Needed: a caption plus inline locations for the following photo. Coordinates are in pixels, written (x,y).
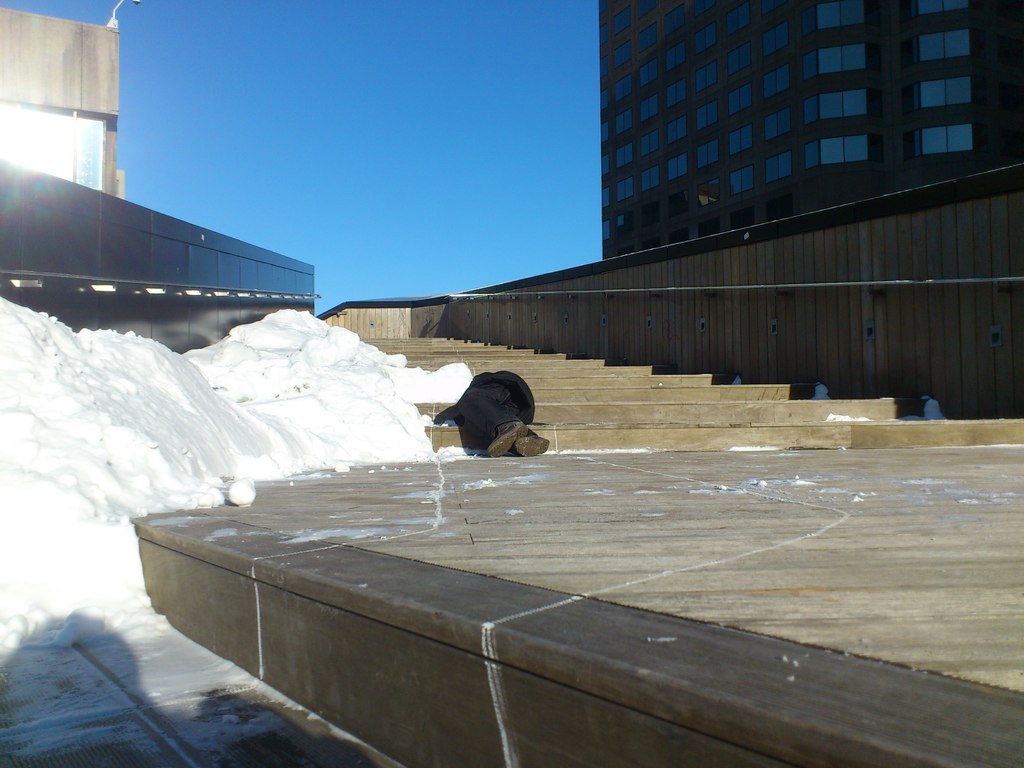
In this picture we can see a person (530,409) is lying on the steps (552,427), in the background (94,201) we can find few buildings (104,210).
